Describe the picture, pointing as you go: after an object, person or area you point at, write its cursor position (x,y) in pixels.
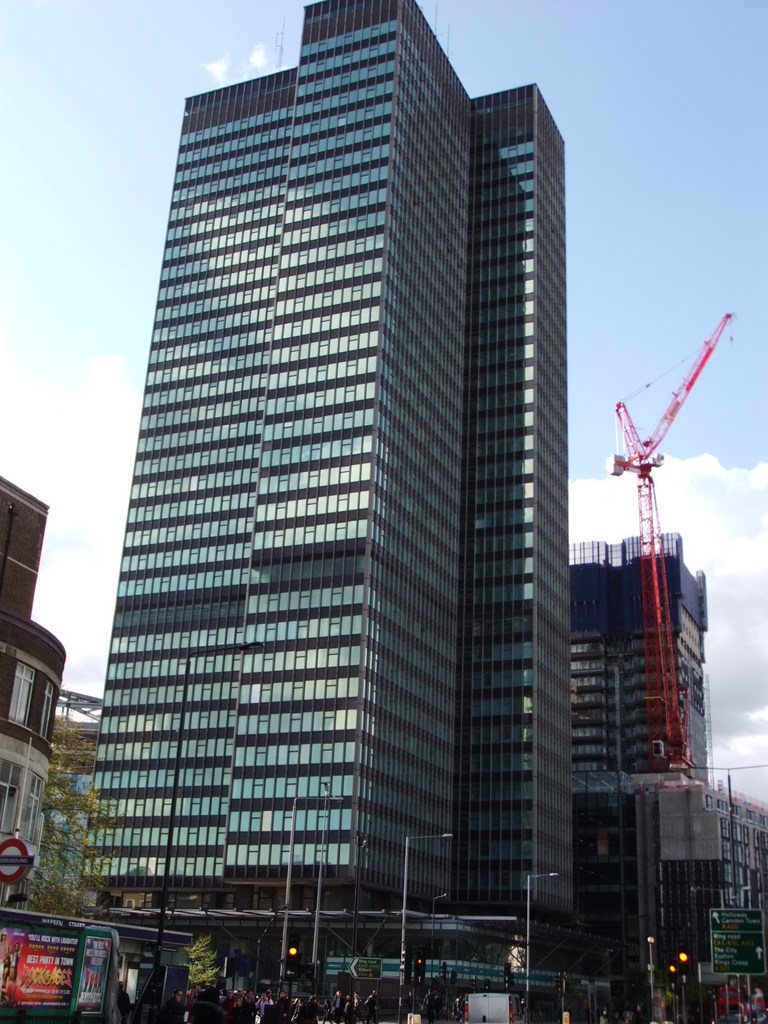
In this image I can see buildings (380,726), light poles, boards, hoardings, crowd (176,999) and vehicles (488,1013) on the road (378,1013). In the background (209,970) I can see trees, towers (649,478) and the sky (132,380). This image is taken may be during a day.
